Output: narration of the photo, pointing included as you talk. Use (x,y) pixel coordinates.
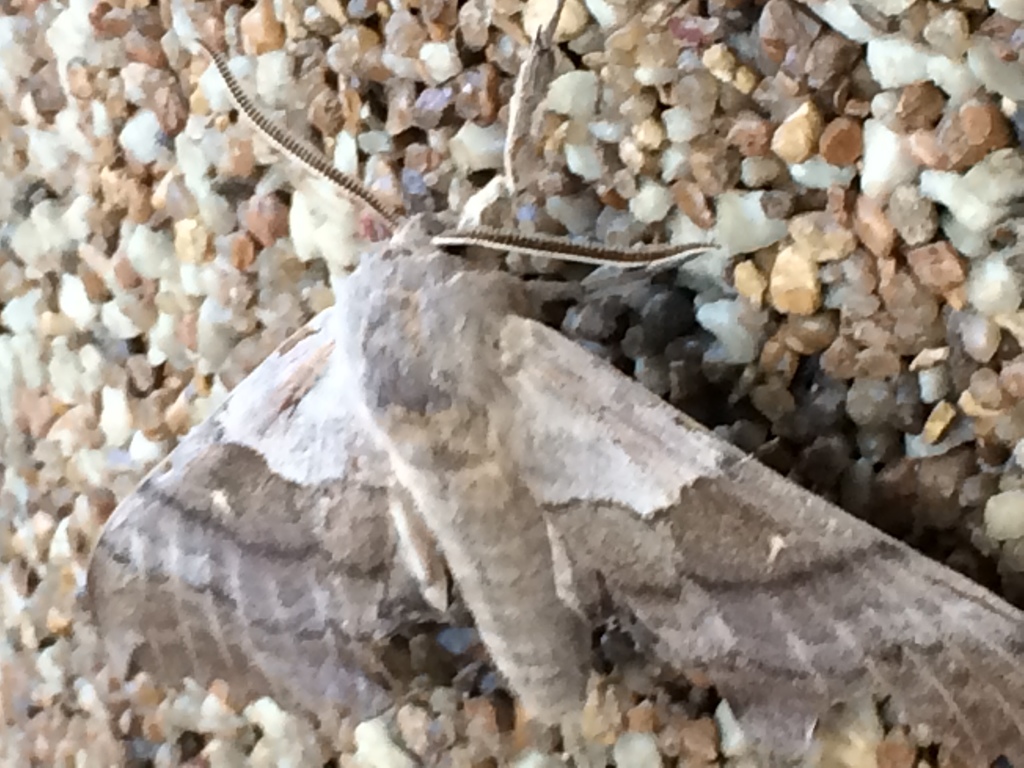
In this picture I can see in the middle (454,427) there is an insect (473,379) and there are stones (8,246).
